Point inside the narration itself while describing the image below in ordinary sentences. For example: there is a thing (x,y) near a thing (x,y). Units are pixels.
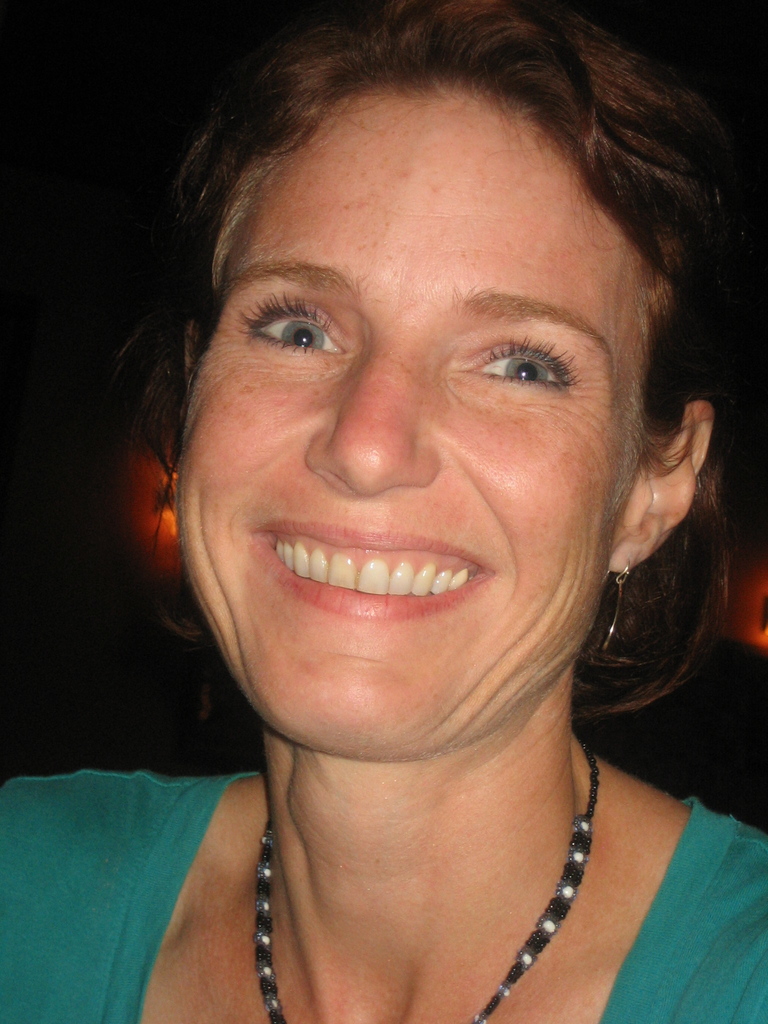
In the center of the image (307,635) there is a woman (419,829).
